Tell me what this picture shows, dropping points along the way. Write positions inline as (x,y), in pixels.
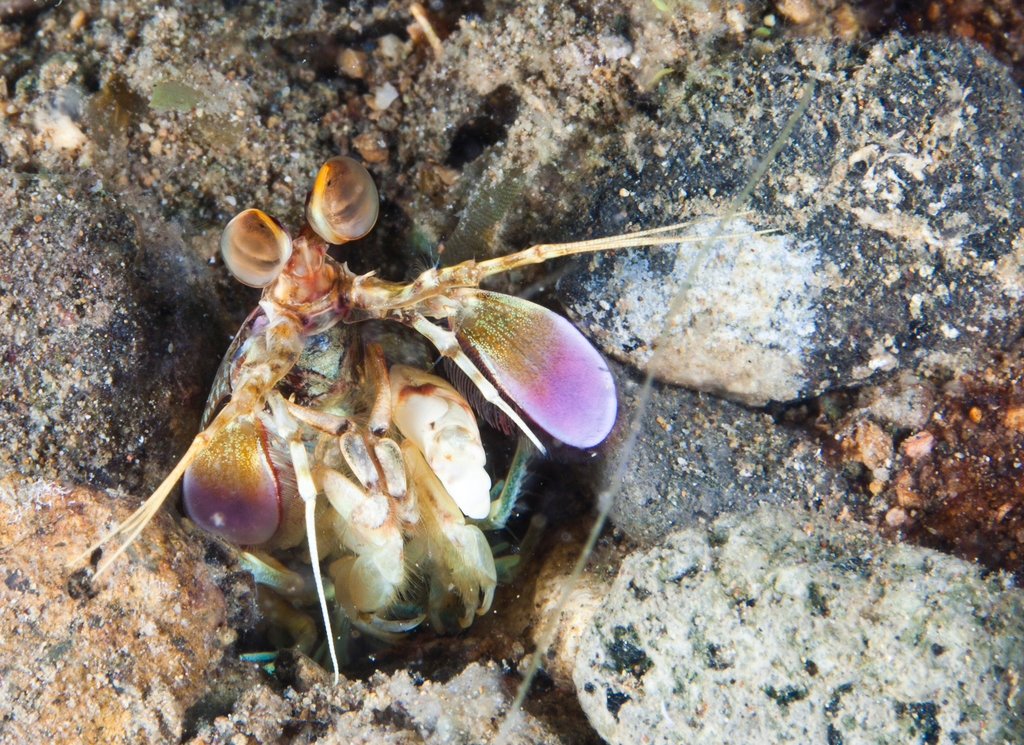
In this image, in the middle (363,465), we can see a mantis shrimp (358,434). In the background (676,272), we can see few rocks (861,630).
